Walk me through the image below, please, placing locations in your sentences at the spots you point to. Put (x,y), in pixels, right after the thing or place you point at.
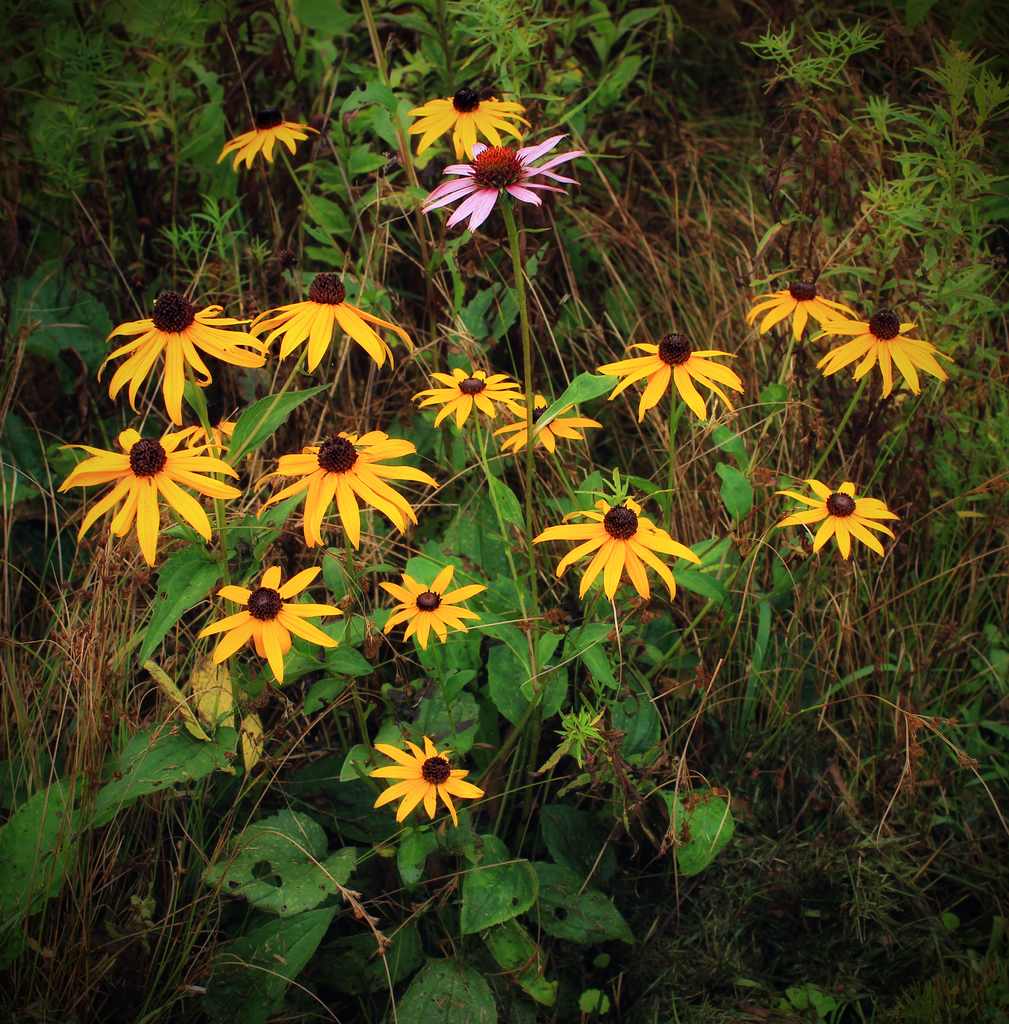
In this picture there are flower plants (528,268) in the center of the image (594,548).
